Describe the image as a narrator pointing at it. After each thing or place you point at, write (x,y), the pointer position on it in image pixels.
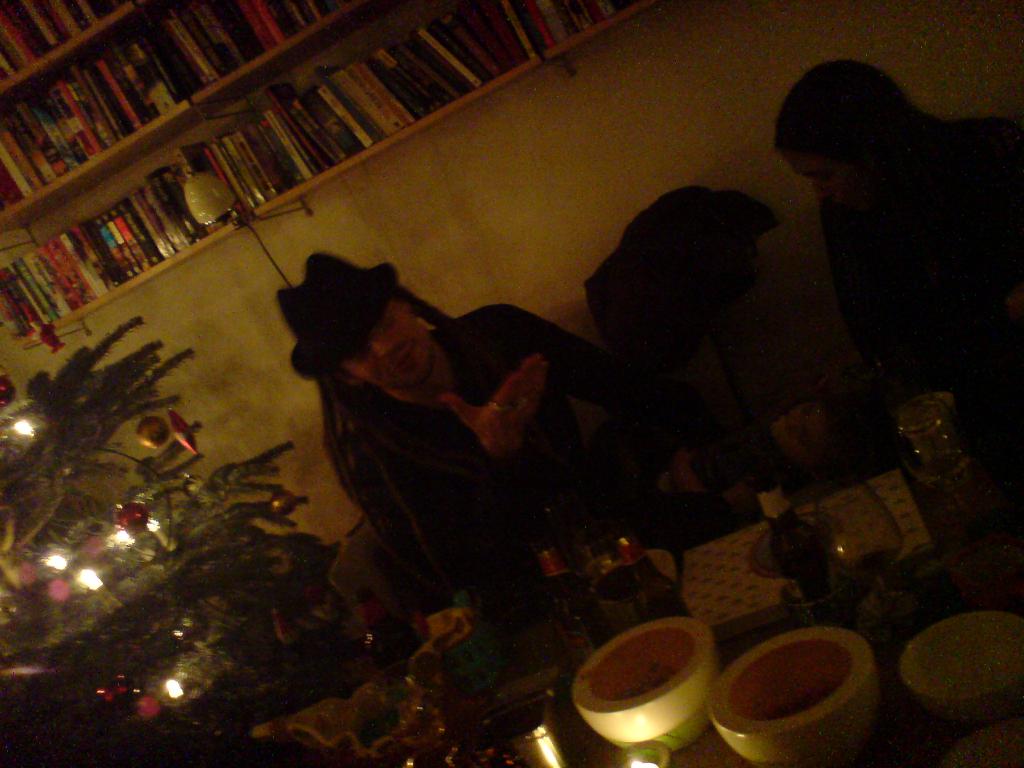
In the center of the image (507,464) we can see two people (966,132) sitting, before them there is a table (945,752) and we can see bowls (824,638), bottles (806,576), glasses (878,529), napkins (703,620) and plates (928,666) placed on the table (928,724). On the left (85,668) there is a decor (113,526). In the background (152,236) there is a shelf (254,60) and we can see books (366,135) placed in the shelf (257,77).
